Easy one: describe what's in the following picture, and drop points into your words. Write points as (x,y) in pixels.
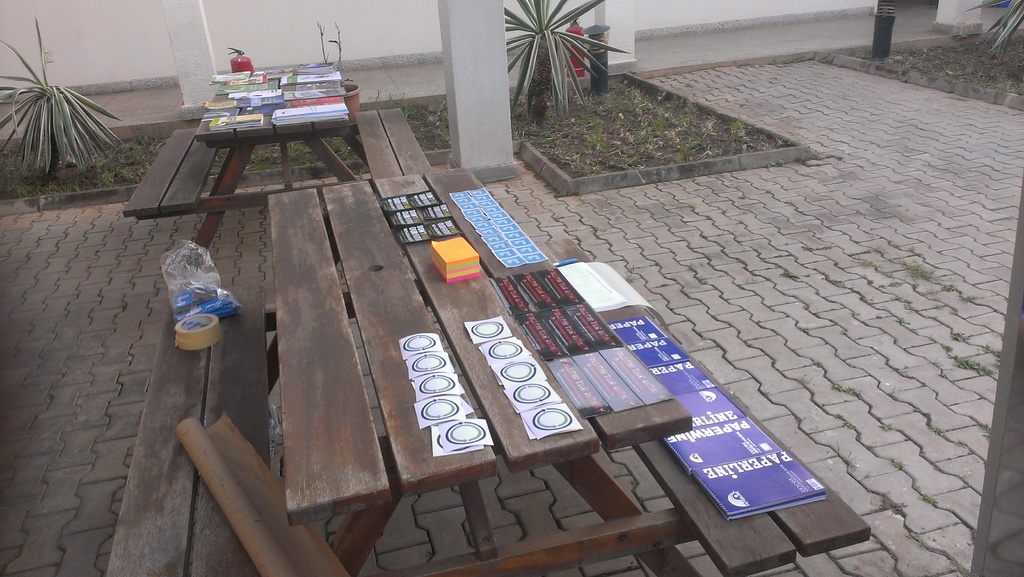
In this picture we can see tables (401,448), posters (425,410) and plaster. In the background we can see pillars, plants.
